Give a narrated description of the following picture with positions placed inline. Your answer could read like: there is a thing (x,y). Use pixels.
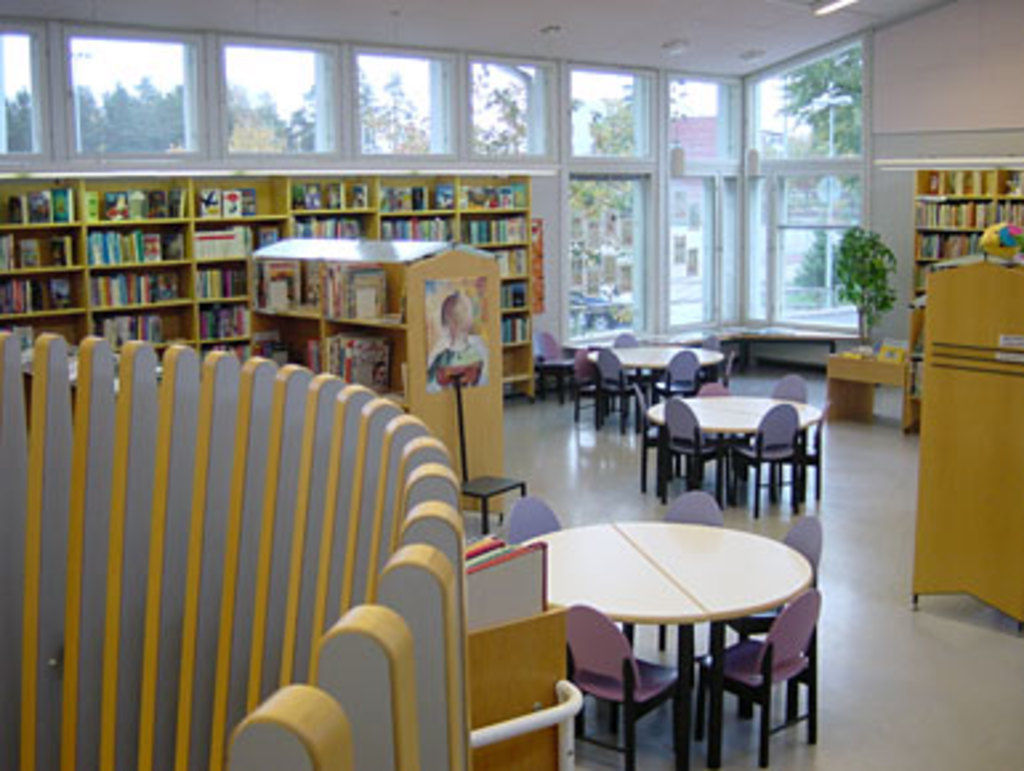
In this image I can see many chairs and the tables (678,572). To the left (335,580) I can see the wooden objects (236,595). To the right (917,374) I can see the plant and the books (952,257) in the wooden rack (921,325). In the background (360,366) I can see few more books (375,311) in the wooden racks (287,346). Through the glass (594,267) I can see many trees (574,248), house (686,215), pole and the sky (0,45).
